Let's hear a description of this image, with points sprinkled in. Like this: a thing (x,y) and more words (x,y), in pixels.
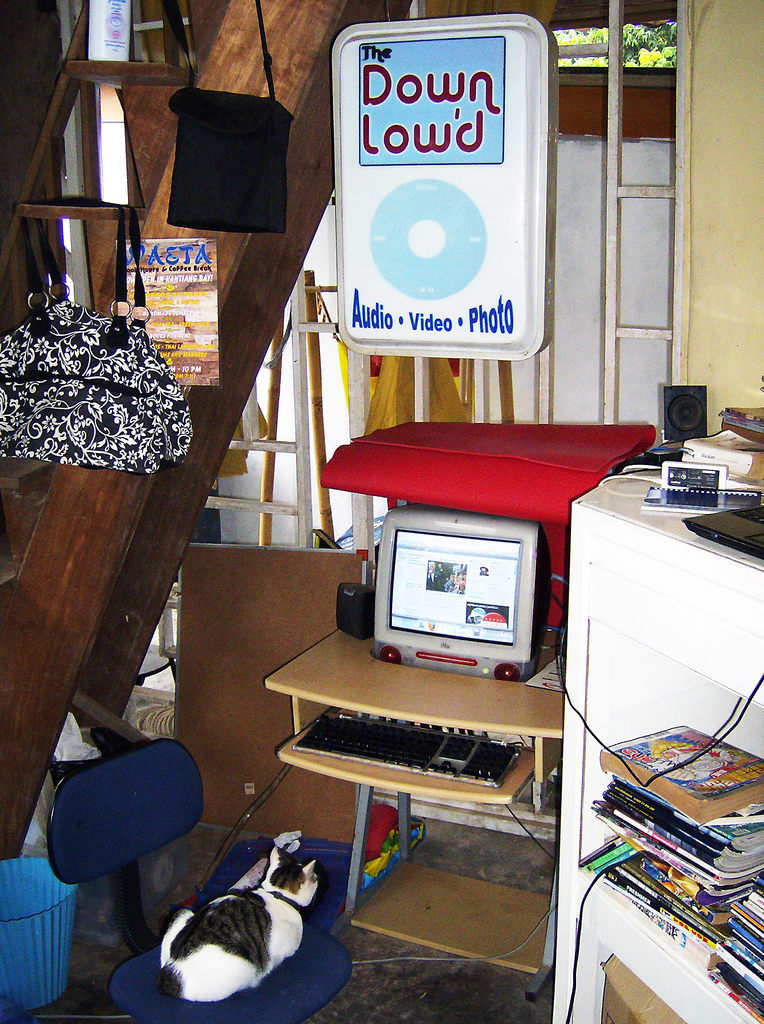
In this Image I see a cat (229,895) on the chair (306,1011), a monitor (409,537), keyboard (473,761) and a speaker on this table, few books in this rack (712,549) and few things (759,441) on it and I see 2 bags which are hanged.
